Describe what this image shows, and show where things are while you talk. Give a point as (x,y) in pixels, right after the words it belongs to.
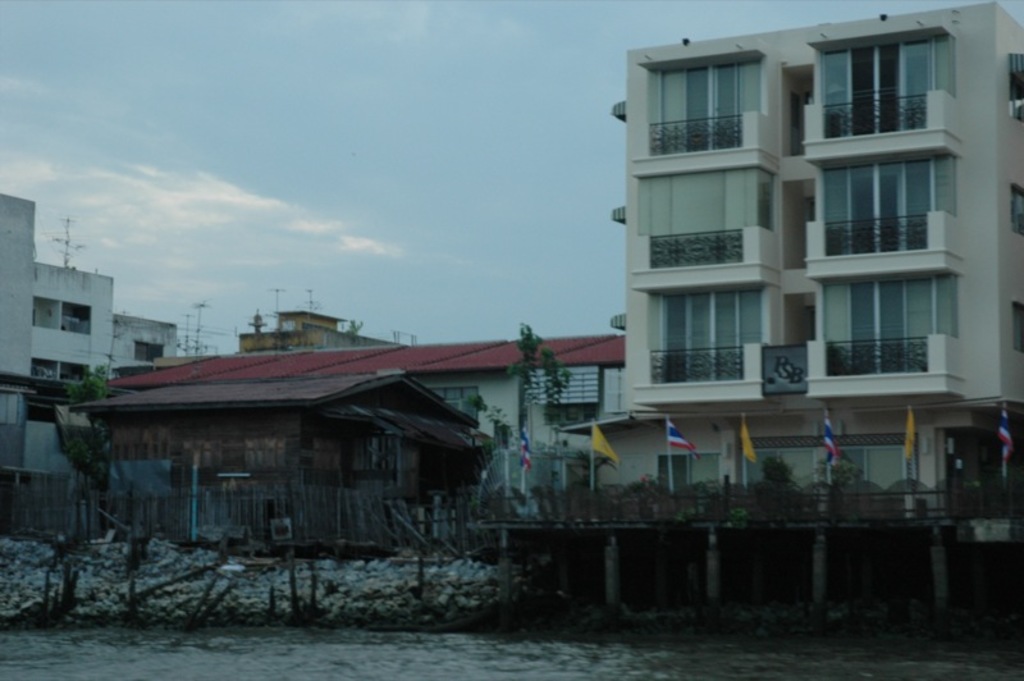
In this image I can see many buildings (496,351) and the house (411,428). I can see there is a railing (691,370) to the building (683,304). And I can see there is a red color roof (343,372) to the house (347,433). I can also see many flags (831,446) which are colorful. And these are in-front of the building (821,258). In the back (118,269) I can see many current poles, clouds (231,192) and the sky (475,153).
